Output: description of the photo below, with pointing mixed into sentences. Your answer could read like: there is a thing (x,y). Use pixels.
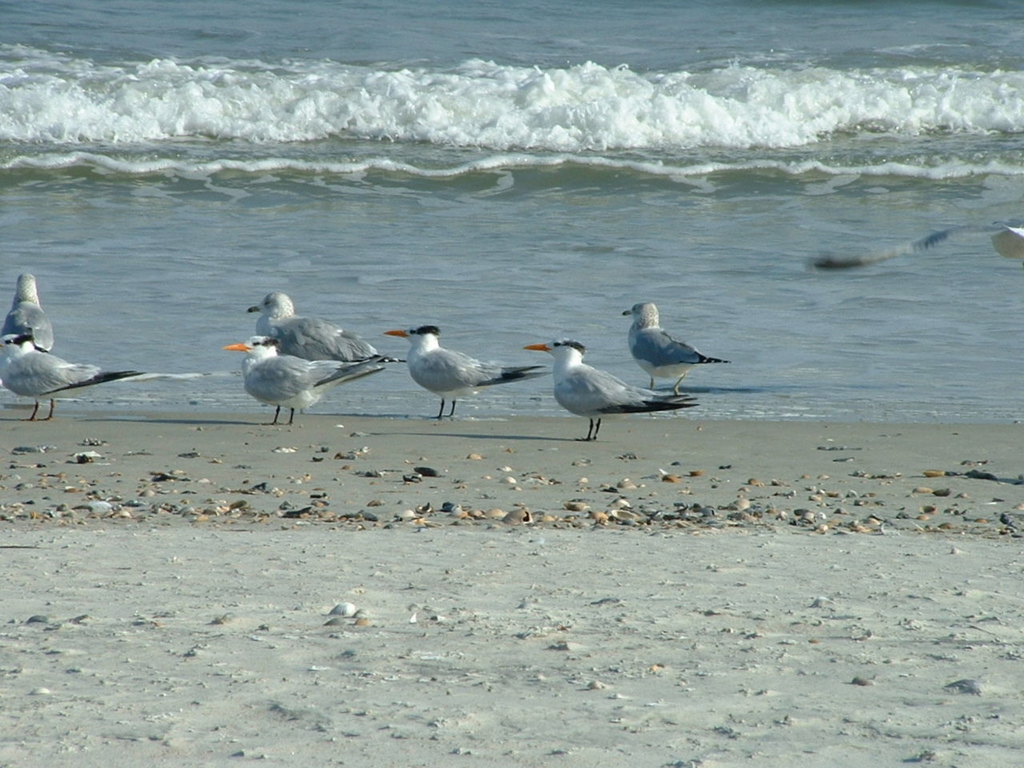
In this picture i can see group of birds (678,385) on the ground (521,456). In the background (456,286) i can see water (460,221).
